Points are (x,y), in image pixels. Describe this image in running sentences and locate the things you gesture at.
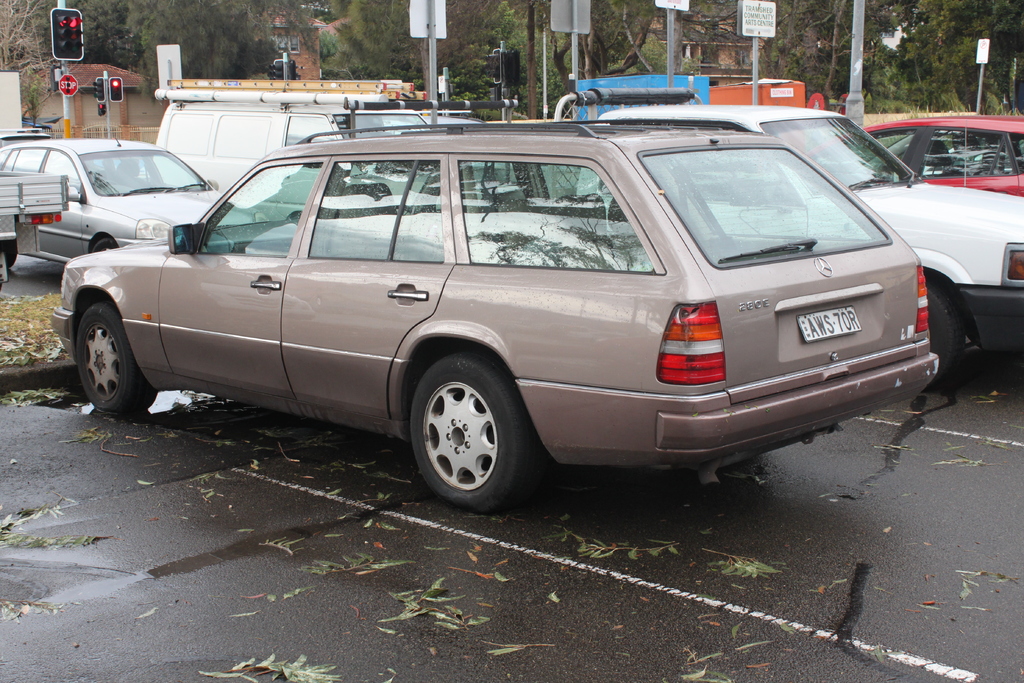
In this image, we can see some parked cars (716,308), there are some sign boards (425,20), at the left side (60,76) there is a signal light (64,49) and there are some trees (420,56).
